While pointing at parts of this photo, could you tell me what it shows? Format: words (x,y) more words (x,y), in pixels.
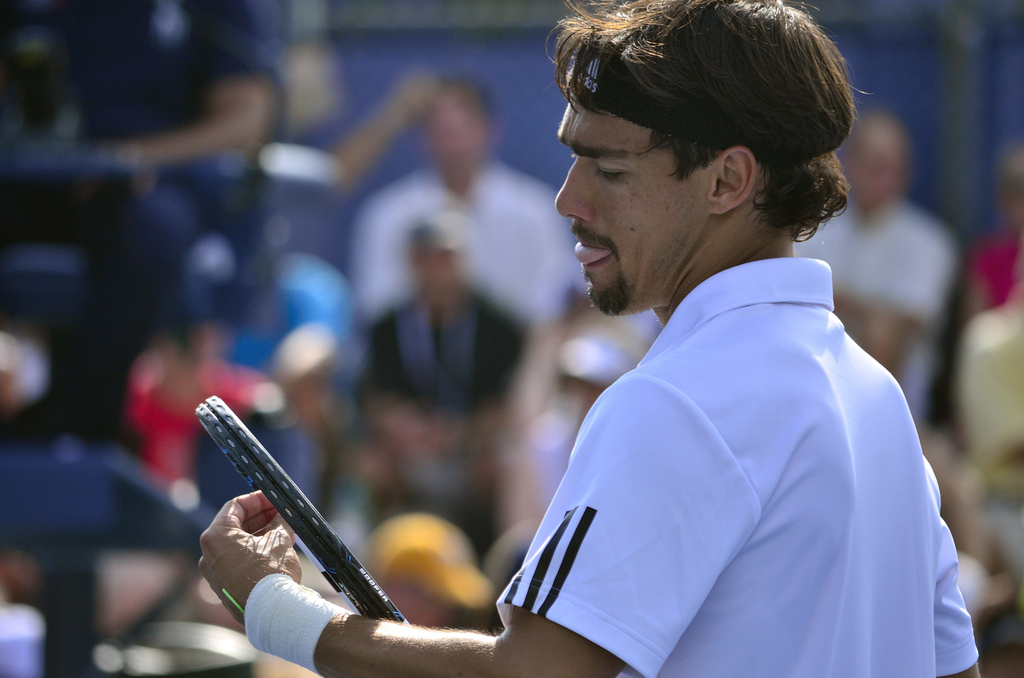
In this image we can see a person (715,439) wearing white color dress (654,450), wrist band (288,629) holding tennis racket (313,547) in his hands (261,497) and in the background of the image (868,196) there are some persons (462,175) sitting.
